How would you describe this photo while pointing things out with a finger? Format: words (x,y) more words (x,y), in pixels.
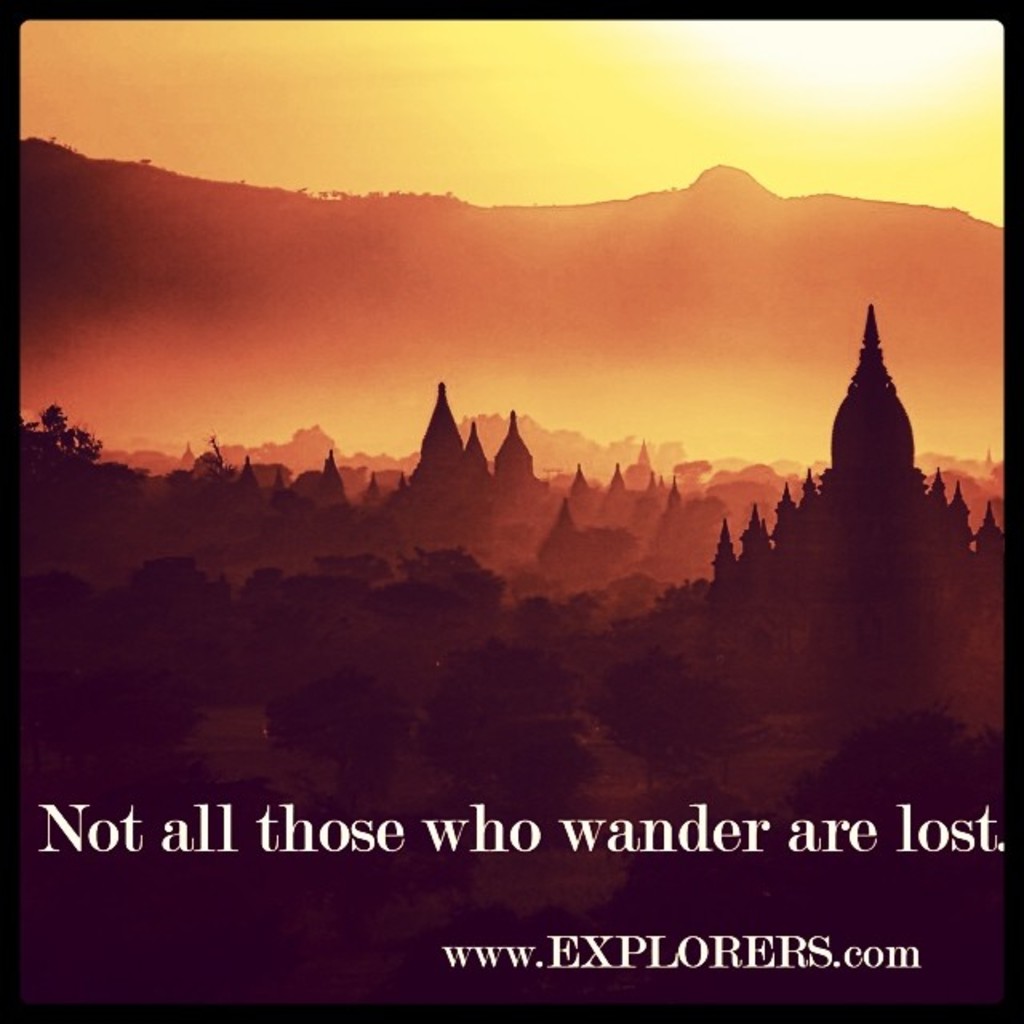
In this picture we can see some text (777,850) at the bottom of the picture (56,816). There is an architecture (934,521) and a few plants (290,511) on the left side (296,430).
